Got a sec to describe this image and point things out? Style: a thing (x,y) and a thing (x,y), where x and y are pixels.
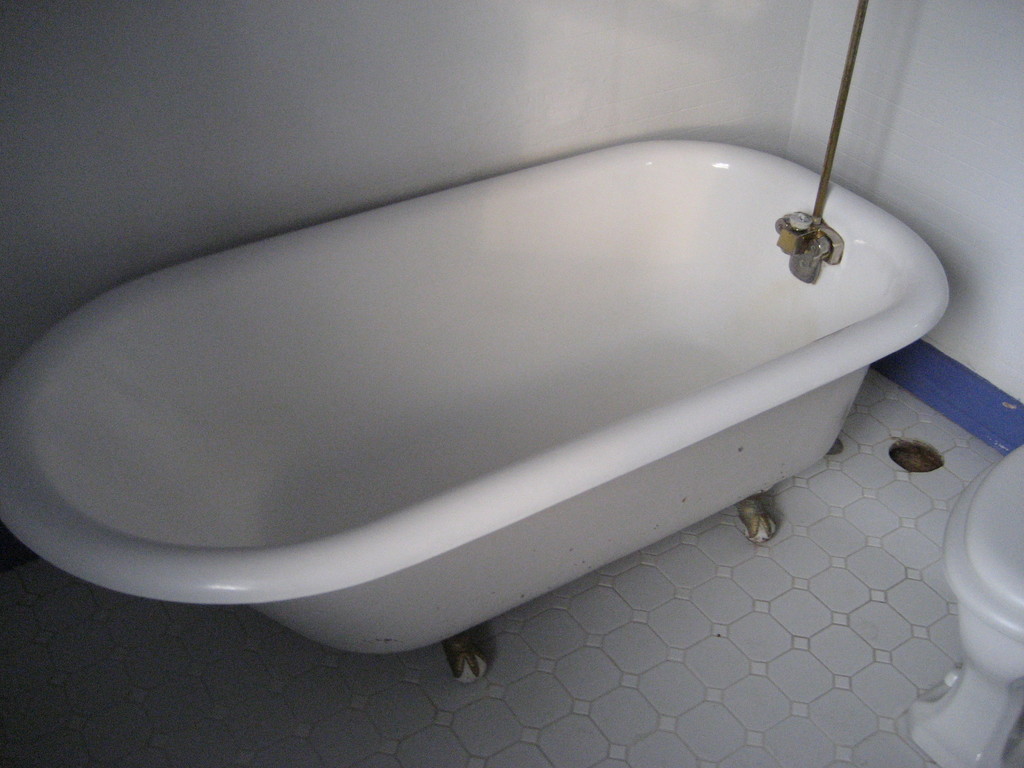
In this image I see a bathtub (800,192) which is on the floor (804,600) and there is a toilet (995,489) beside to it. In the background (932,222) I see the white wall (67,11).
